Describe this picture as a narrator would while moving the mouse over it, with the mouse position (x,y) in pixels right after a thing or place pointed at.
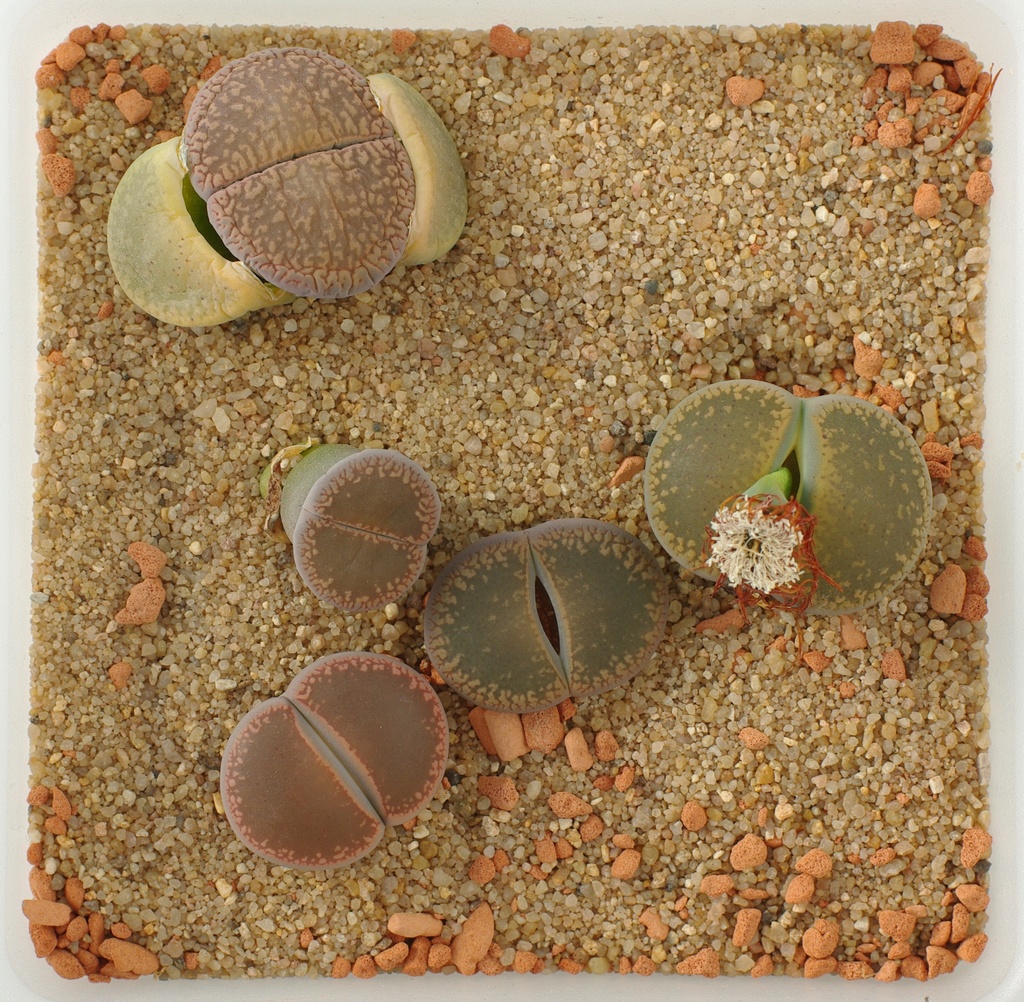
In this image we can see some plants (554,595). We can also see a flower (755,584) and some stones (593,372).
